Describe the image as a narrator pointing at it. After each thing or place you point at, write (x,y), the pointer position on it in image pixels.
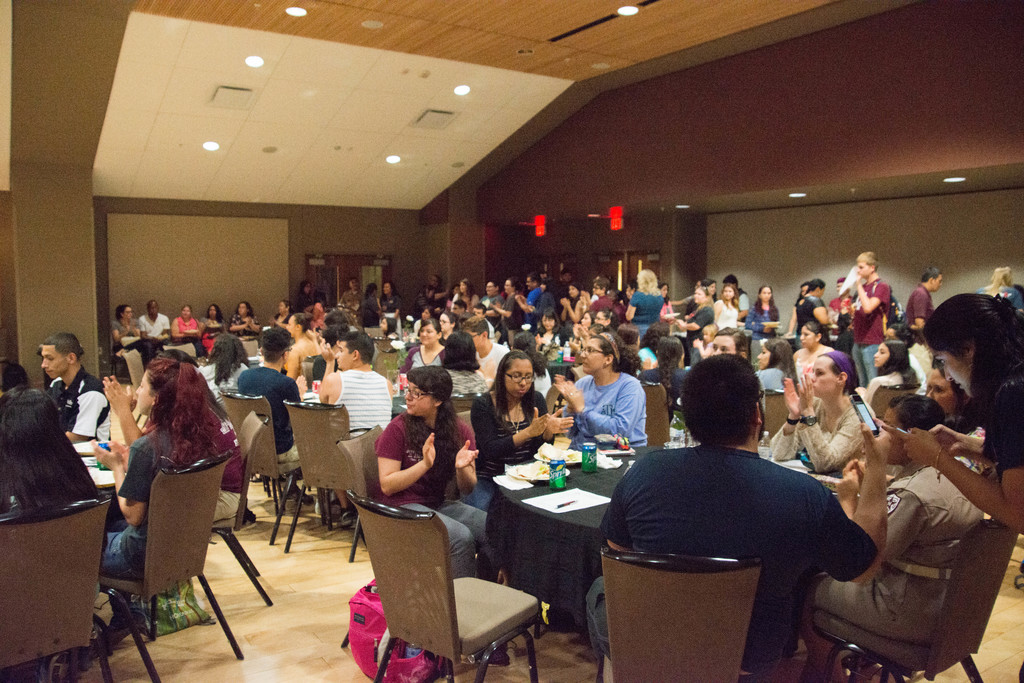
In this picture we can see a group of people (873,474) where some are sitting and some are standing and in front of them there is table (608,479) and on table (553,520) we can see tins (559,485), plates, papers (570,495), pen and in background (182,236) we can see wall (664,147), lights (613,210).
